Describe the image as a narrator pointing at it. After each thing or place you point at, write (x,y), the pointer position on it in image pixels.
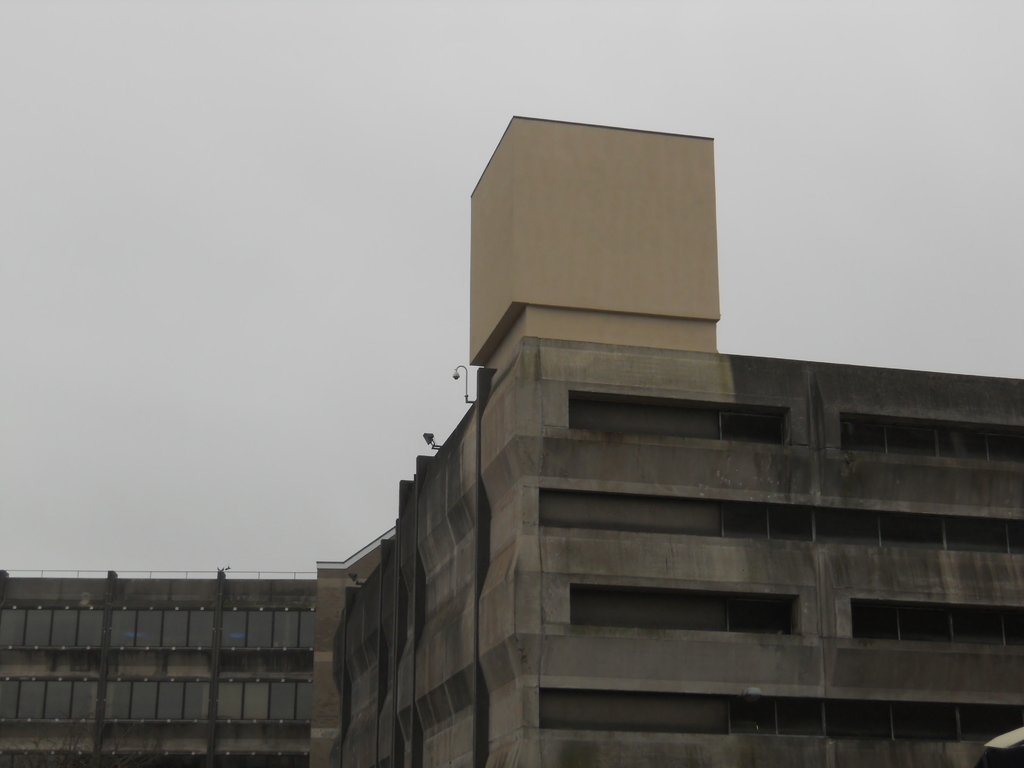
In this image I can see a building (705,643) in cream, gray and black color, background (364,116) the sky (191,139) is in white color.
